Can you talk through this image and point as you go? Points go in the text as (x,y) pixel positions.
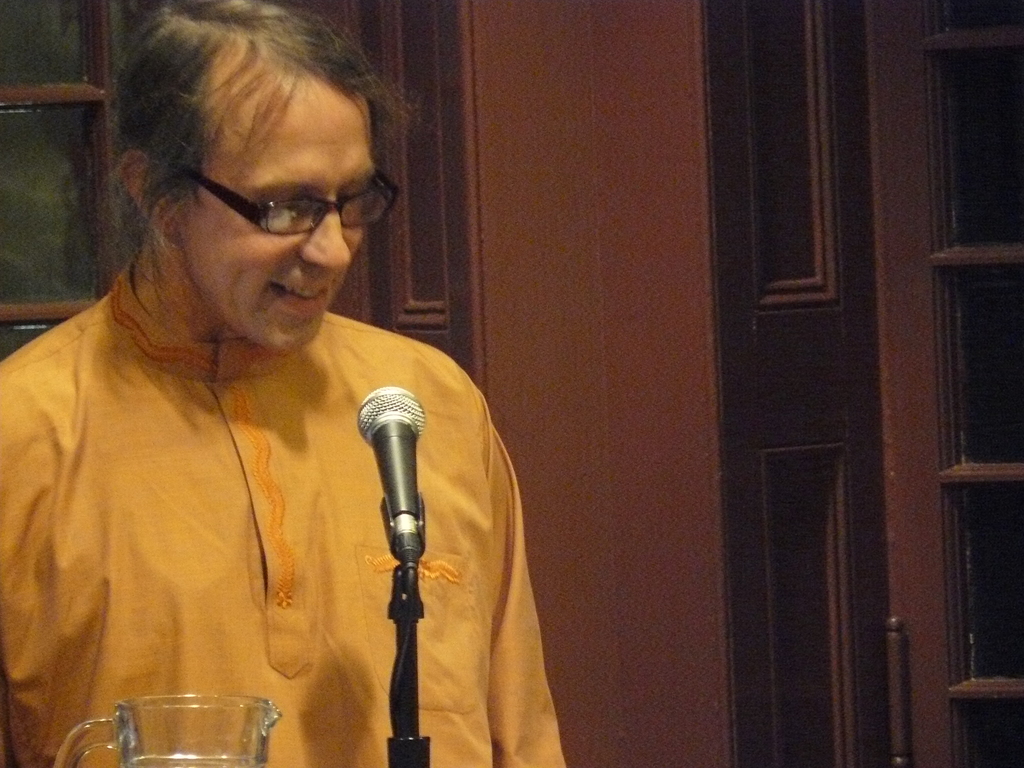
In this image there is a person (280,372) standing, in front of the person (369,676) there is a mic (396,718) and a jar (172,721). In the background (858,359) there is a window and a door (878,360).
